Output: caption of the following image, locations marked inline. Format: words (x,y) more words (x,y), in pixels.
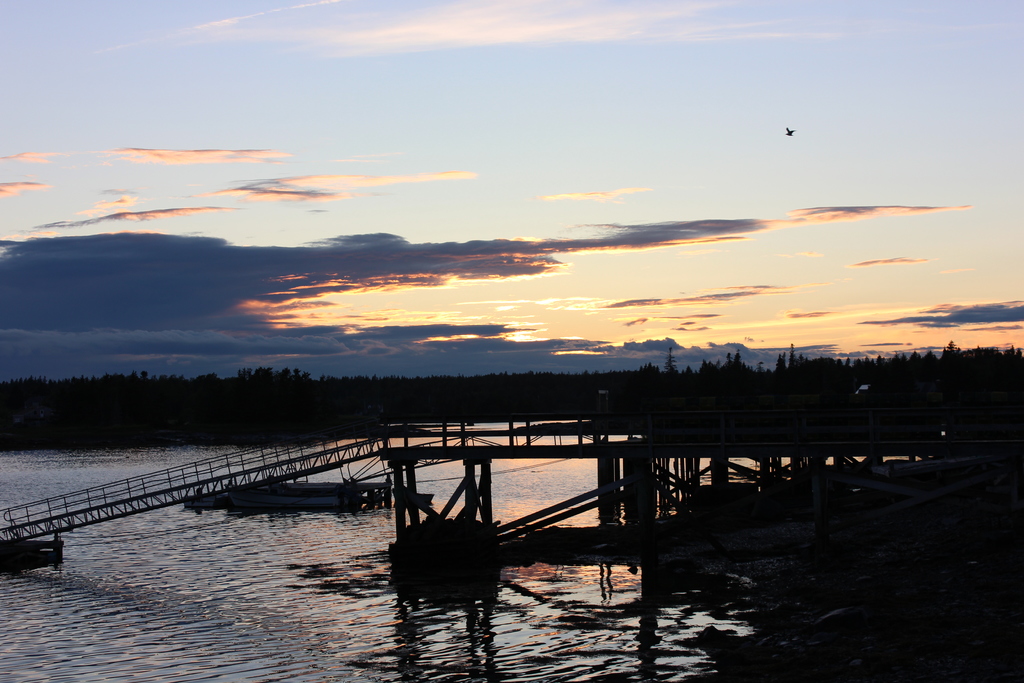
This image consists of a bridge (459,535) made up of wood (483,494). To the left (184,502), there are steps (166,499). At the bottom (234,626), there is water (193,521). In the background (205,413), there are trees (383,413) and plants (94,398). To the top (397,93), there are clouds (747,222) in the sky (429,171).
